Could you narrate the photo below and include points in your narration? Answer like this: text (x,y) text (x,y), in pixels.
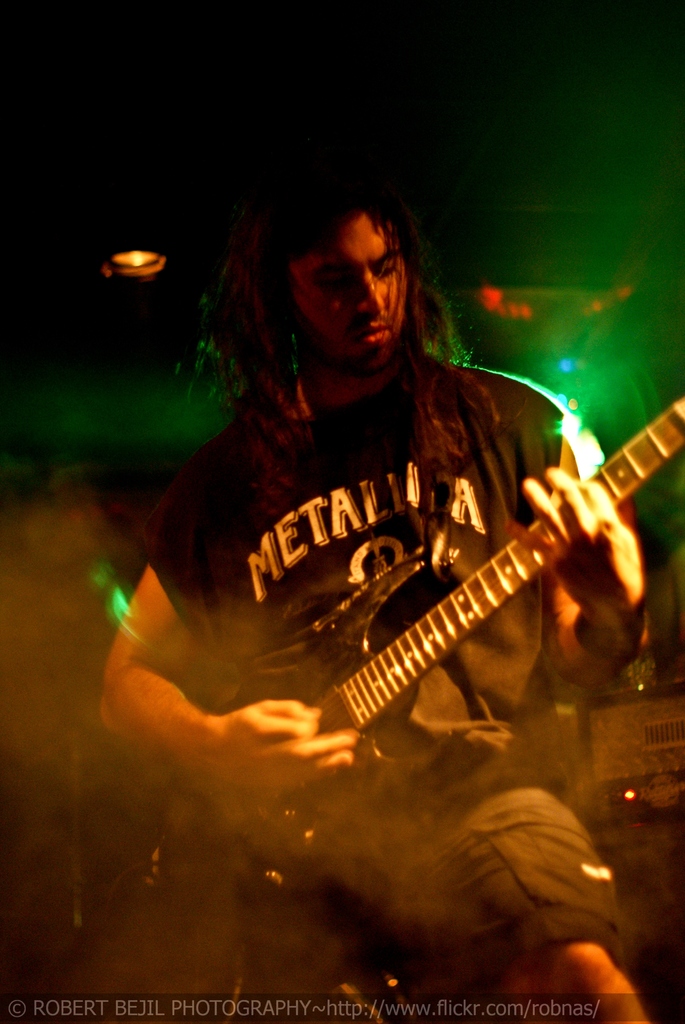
In this we can see a boy (305,514) wearing a black t-shirt (313,541) and long hair (444,414) is playing a guitar (323,693), in background (563,355) we can see green and brown light (601,390) of the studio (160,232).
